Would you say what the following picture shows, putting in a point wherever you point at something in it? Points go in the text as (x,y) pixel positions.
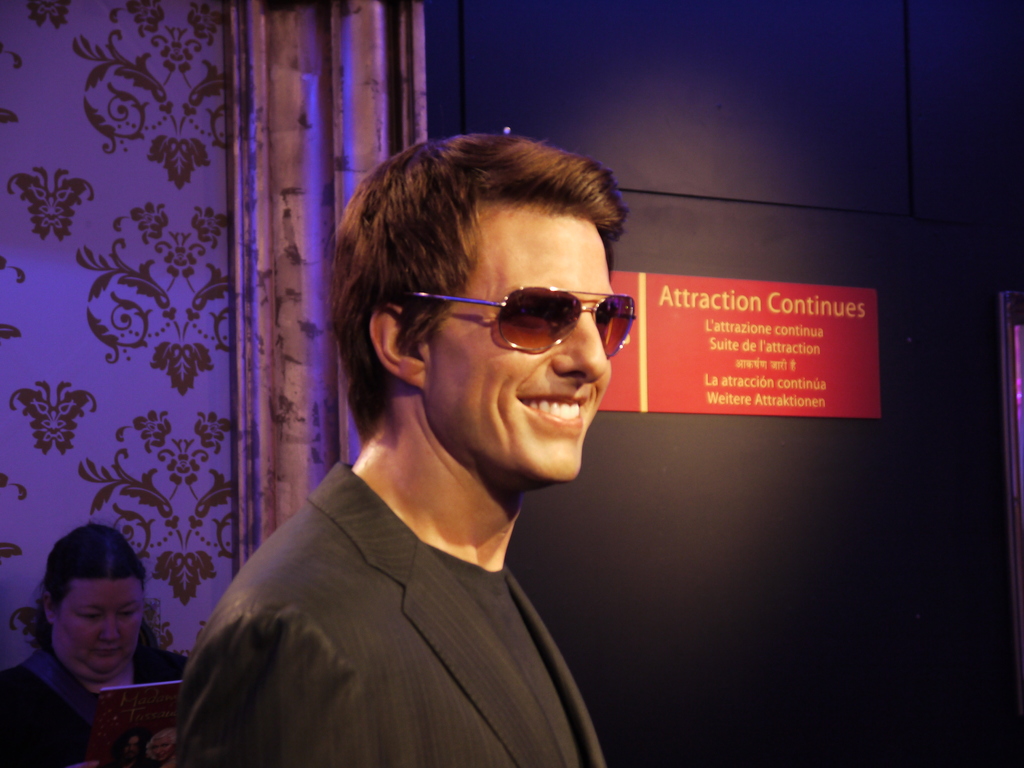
In this image I can see a person (449,533) wearing black colored dress (425,635) and goggles (507,310). In the background (104,677) I can see a person (102,605), the black colored surface (744,202) and a red colored board (763,339) attached to the surface (770,96).
